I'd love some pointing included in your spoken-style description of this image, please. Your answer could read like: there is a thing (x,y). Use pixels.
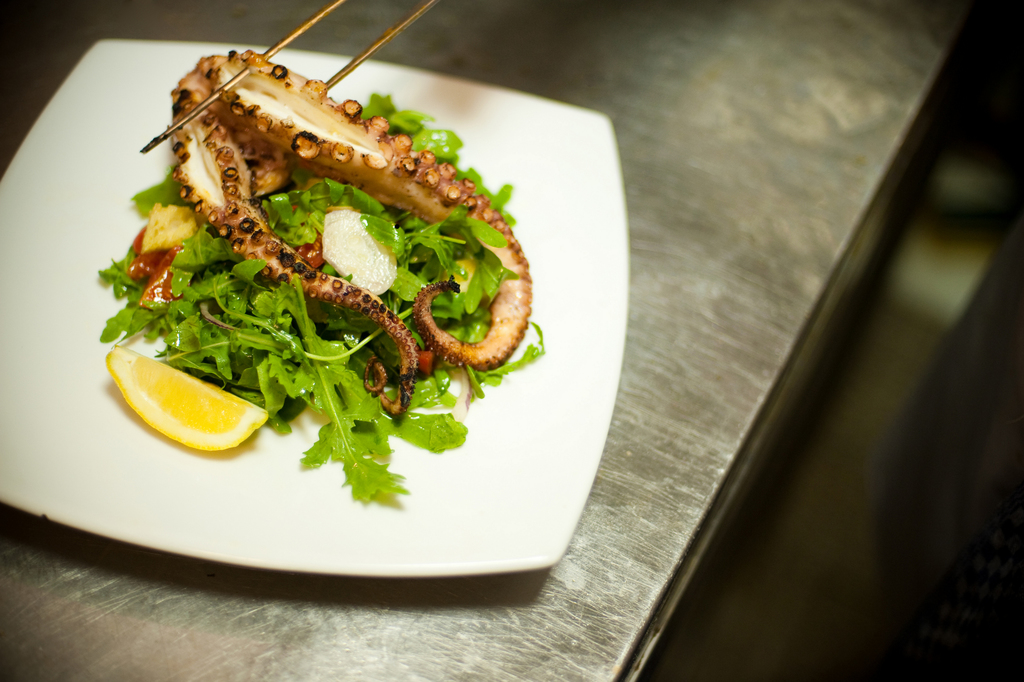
In the center of this picture (523,438) we can see a white color platter (429,507) containing some food items (225,300) is placed on the top of an object (762,100) which seems to be the table (564,582) and we can see some other objects (962,219).
